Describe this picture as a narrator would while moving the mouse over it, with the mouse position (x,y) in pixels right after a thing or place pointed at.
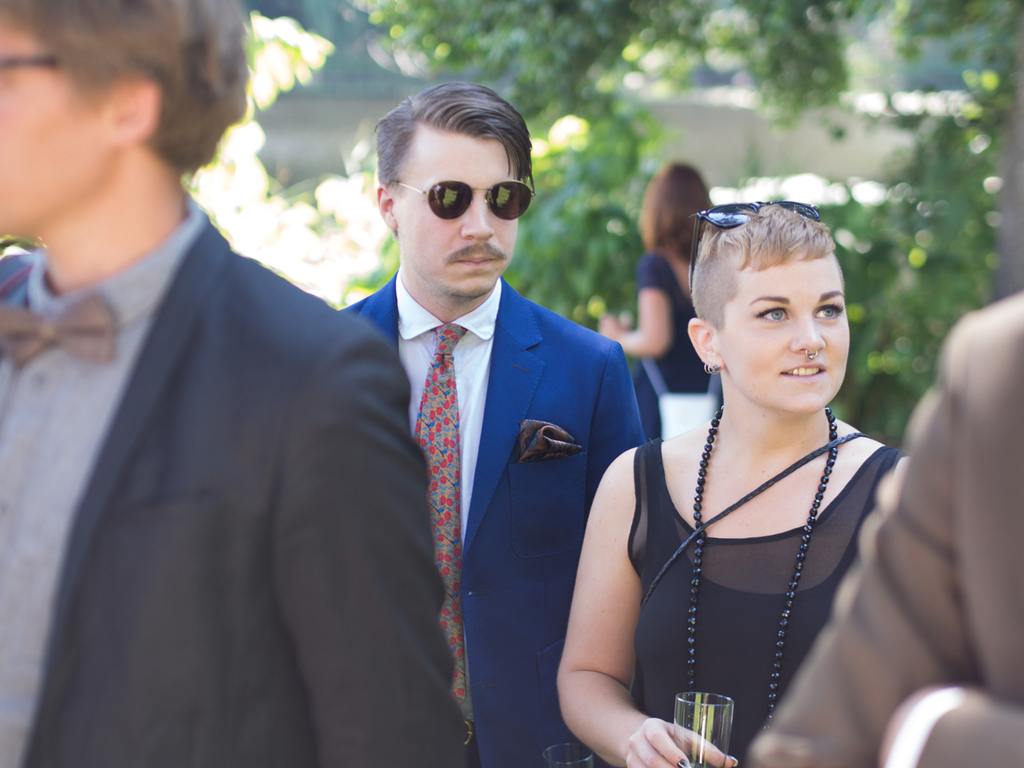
In this image I can see a group of people (509,219) outdoors. In the background (880,252) I can see trees (858,407) and a fence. This image is taken may be during a sunny day.
